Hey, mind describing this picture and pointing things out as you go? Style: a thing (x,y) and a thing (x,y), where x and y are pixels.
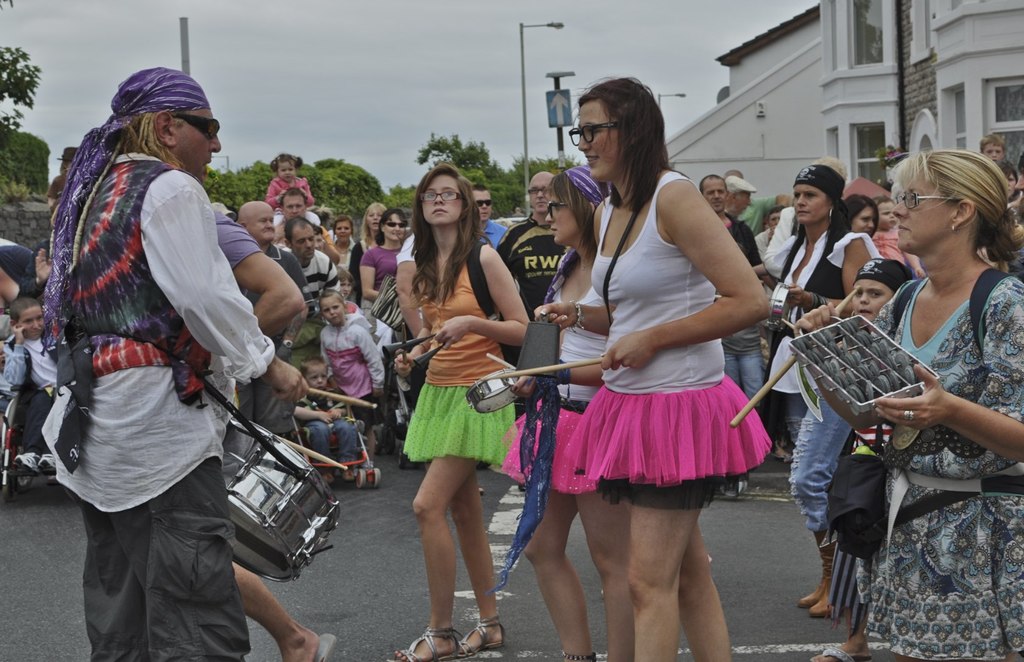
In this picture we can see a group of people (122,355) holding some music instruments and standing on the road (267,637). Behind the people (261,389) there are groups of people (294,351) standing, trees (208,177), building (749,97), poles (551,26) with light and sign board (553,117). Behind the trees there is a cloudy sky (326,70).
